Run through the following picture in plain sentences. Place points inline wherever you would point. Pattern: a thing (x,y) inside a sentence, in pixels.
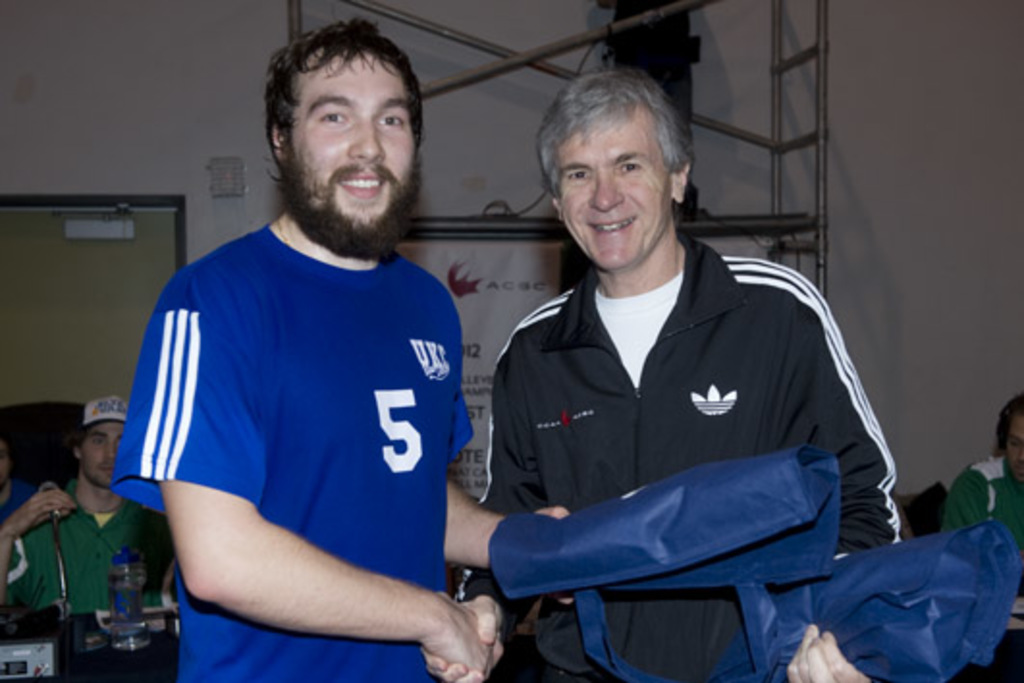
In this picture we can see two men (276,104) holding objects (752,494) and smiling. We can see a person (105,525) holding a microphone (57,512). There are a few people (1013,423). We can see the text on a banner (438,257). There is a door (68,383), a wall (844,98) and other objects (785,63).
